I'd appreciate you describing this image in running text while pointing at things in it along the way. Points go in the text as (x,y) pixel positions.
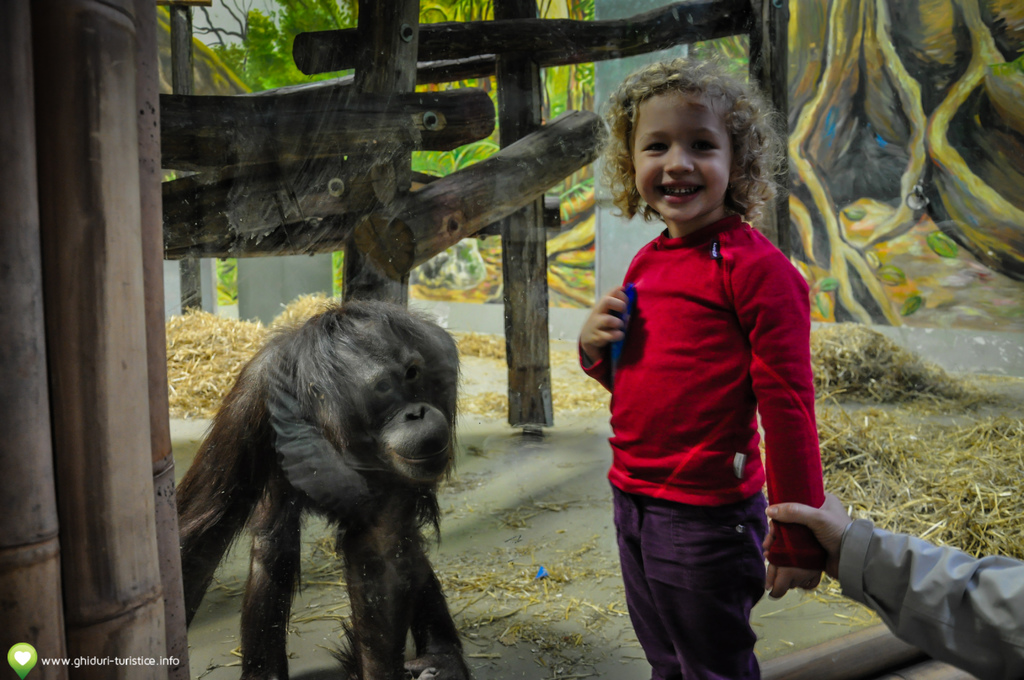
In this picture we can see a kid (720,390) is standing and smiling, on the left side (327,387) there is an orangutan (362,487), we can see some grass (851,392) in the middle (578,385), we can see wall painting (912,93) in the background (912,79), there is some text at the left bottom (76,664).
